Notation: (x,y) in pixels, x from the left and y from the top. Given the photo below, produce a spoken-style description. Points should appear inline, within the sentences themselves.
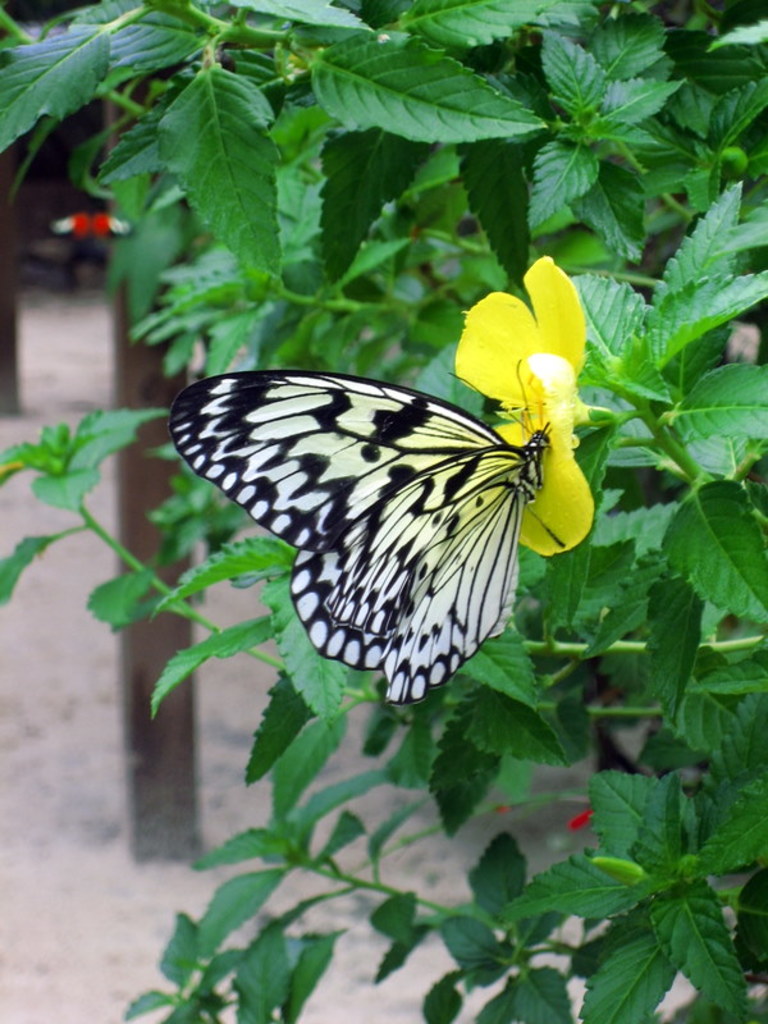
In this image in the center (461,512) there is one flower (564,314), on the flower (529,336) there is one butterfly (350,456) and in the background (353,345) there are some plants (146,232), poles (4,295). At the bottom of the image (94,893) there is walkway (66,914), and in the background (91,250) there might be one person (96,262) sitting.
